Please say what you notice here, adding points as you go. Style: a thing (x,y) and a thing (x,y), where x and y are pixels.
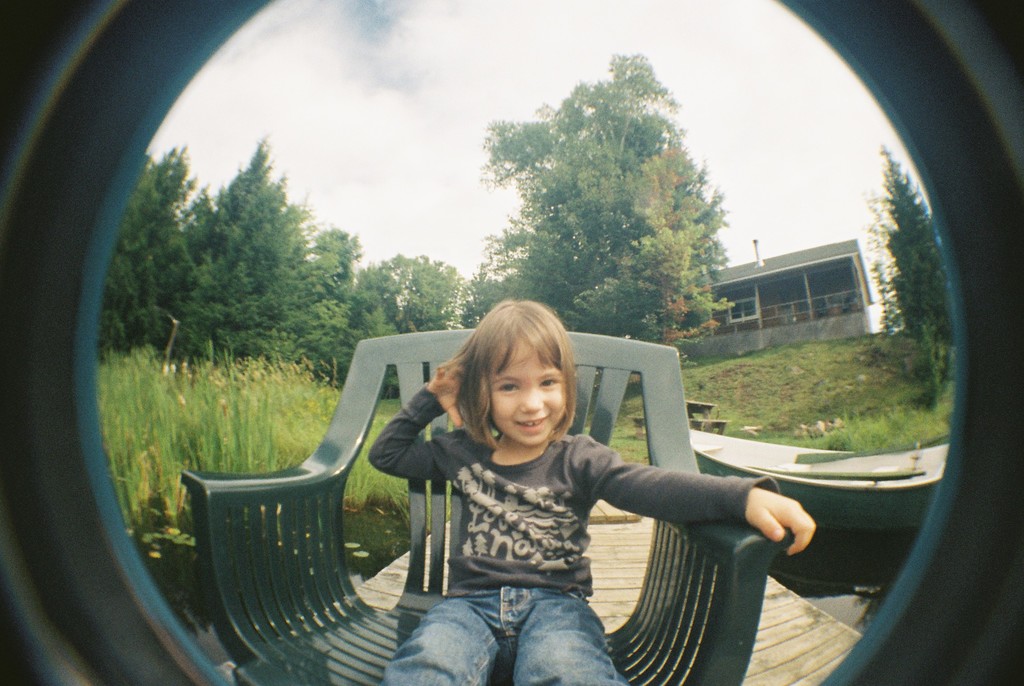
In this image i can see a girl (493,517) sitting on the chair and smiling. She is wearing a black color t shirt (522,528) and blue jeans (495,645). Behind the girl (471,432) we have few trees (289,269) and a grass (260,397) on the ground (821,383). Here we have a house (803,295) and an open sky (413,146).
